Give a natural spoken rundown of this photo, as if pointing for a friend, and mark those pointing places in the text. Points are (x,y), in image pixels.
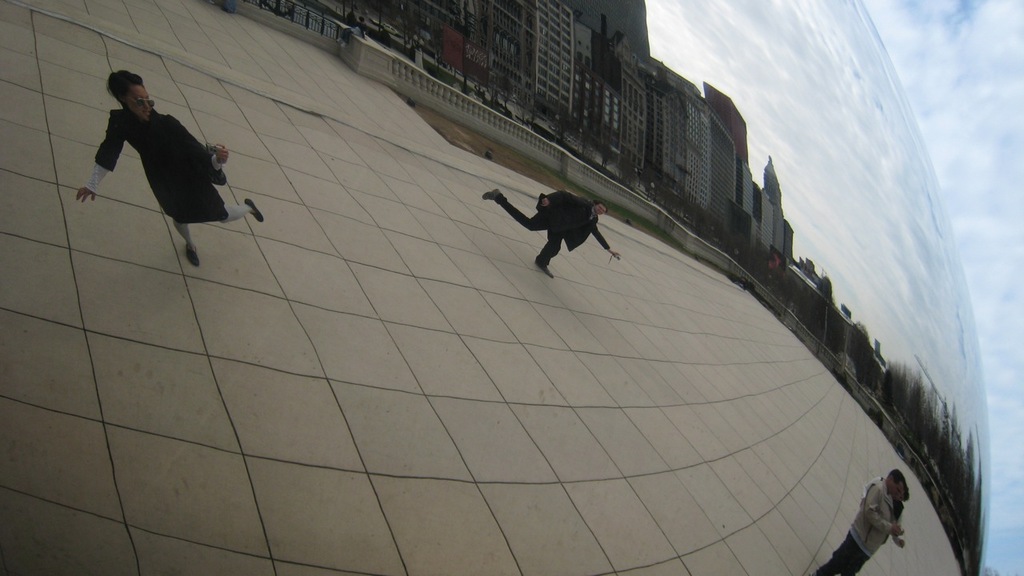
In this image we can see some persons (550,221) walking on floor (507,243) and in the background of the image (656,148) there are some buildings (695,202) and cloudy sky (910,152).
